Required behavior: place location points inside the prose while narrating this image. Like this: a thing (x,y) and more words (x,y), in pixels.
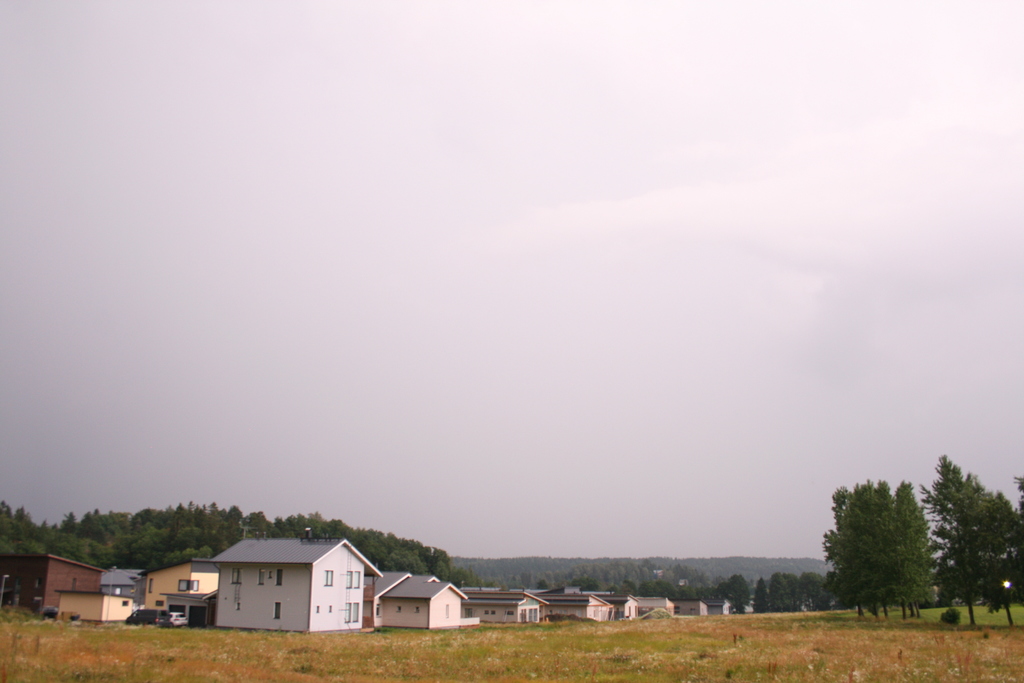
In this image, at the bottom (490,567) there are houses (209,599), vehicles (147,612), trees (648,589), grass (762,622), and, sky (563,459) and clouds (703,295).
